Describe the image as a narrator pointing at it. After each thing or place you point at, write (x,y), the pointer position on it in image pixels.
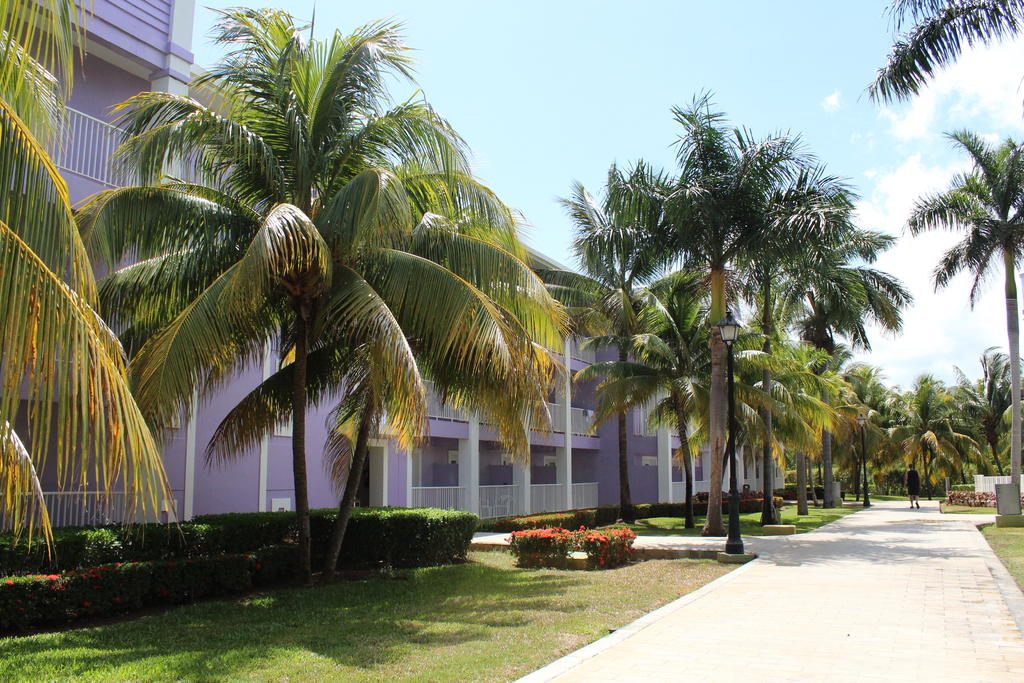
In this image we can see a person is walking on the road (799,543), we can see grass (391,614), shrubs (384,547), trees (537,400), light poles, building (678,479) and the sky (537,31) with clouds (928,117) in the background (532,17).
